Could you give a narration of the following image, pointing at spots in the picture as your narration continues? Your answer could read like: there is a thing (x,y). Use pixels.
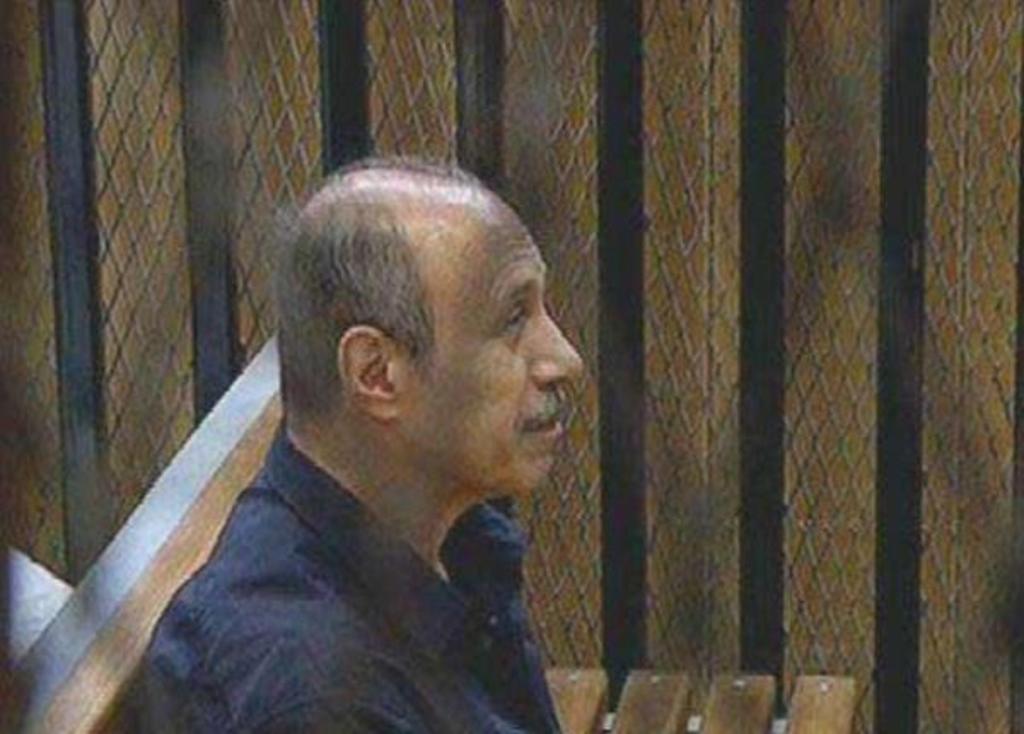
In this picture I can see a man (333,589) seated on the bench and I can see a metal fence (489,156) on the side.
